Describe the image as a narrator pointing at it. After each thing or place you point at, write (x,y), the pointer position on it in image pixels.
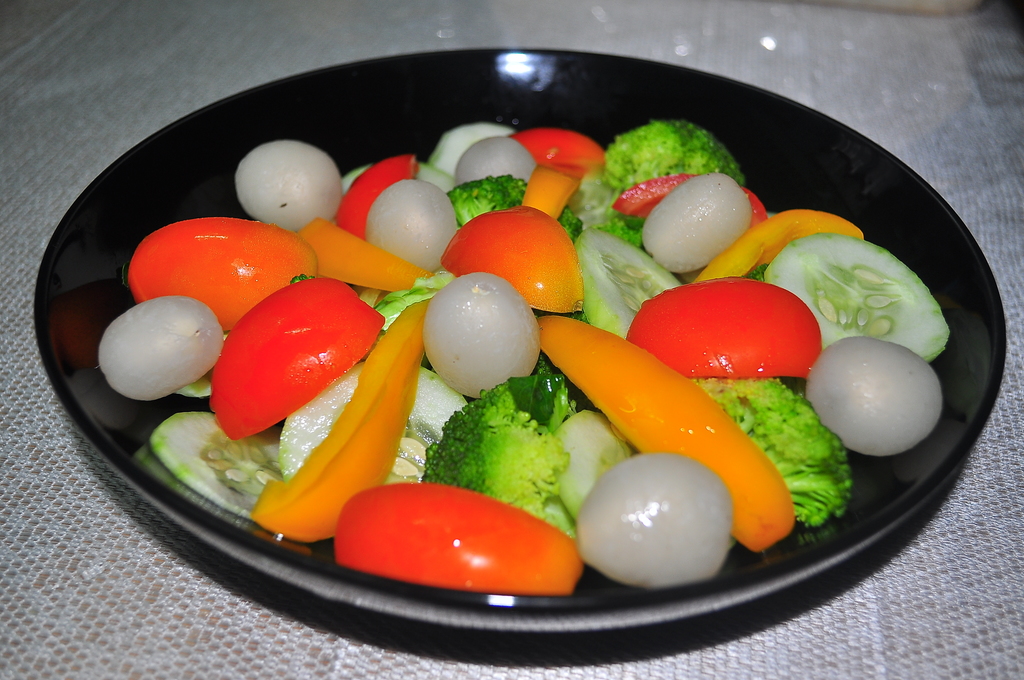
In this image I can see the white colored surface (91,97) on which I can see a plate (386,81) which is black in color. On the plate (417,76) I can see few food items (481,390) which are green, white, yellow and red in color. I can see few broccoli pieces (764,435), few capsicum (687,422) and few tomato pieces (753,332).
